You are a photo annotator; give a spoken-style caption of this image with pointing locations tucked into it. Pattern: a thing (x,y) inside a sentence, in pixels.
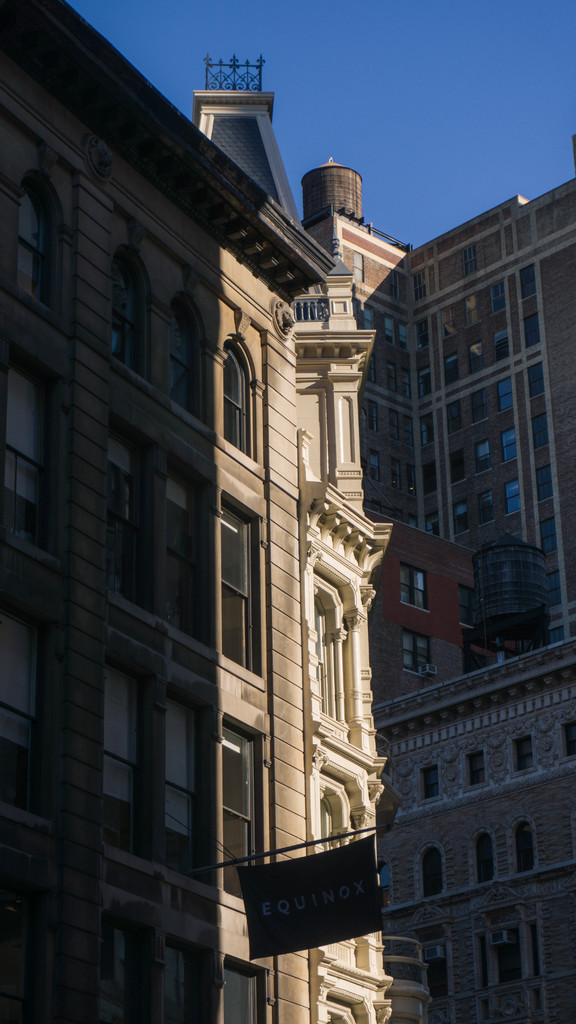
In the image there are buildings (297,547) with walls (338,790), pillars (319,836), windows (229,836) and a pole (232,864) with flag (247,901). At the top of the image (435,27) there is a sky (301,47).
